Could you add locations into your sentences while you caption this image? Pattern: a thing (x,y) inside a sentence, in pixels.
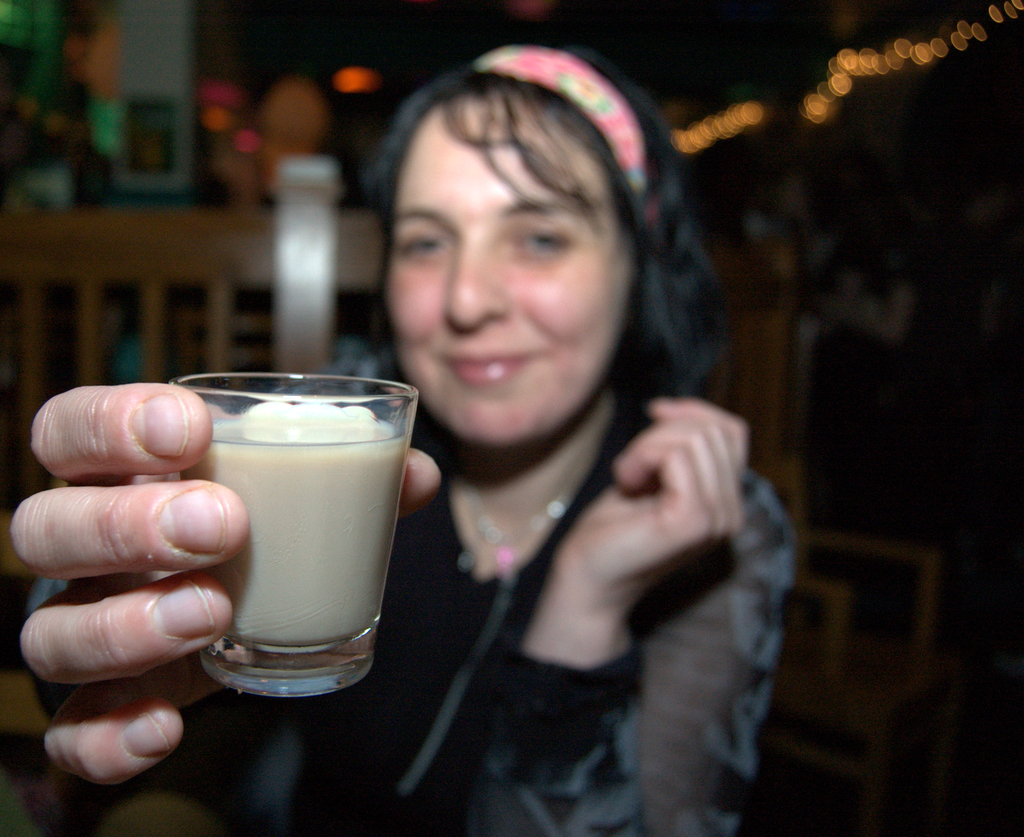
This image consists of a woman (35,665) holding a glass (268,558). In the background (199,287), we can see a wooden chair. And the background (332,297) is blurred.
